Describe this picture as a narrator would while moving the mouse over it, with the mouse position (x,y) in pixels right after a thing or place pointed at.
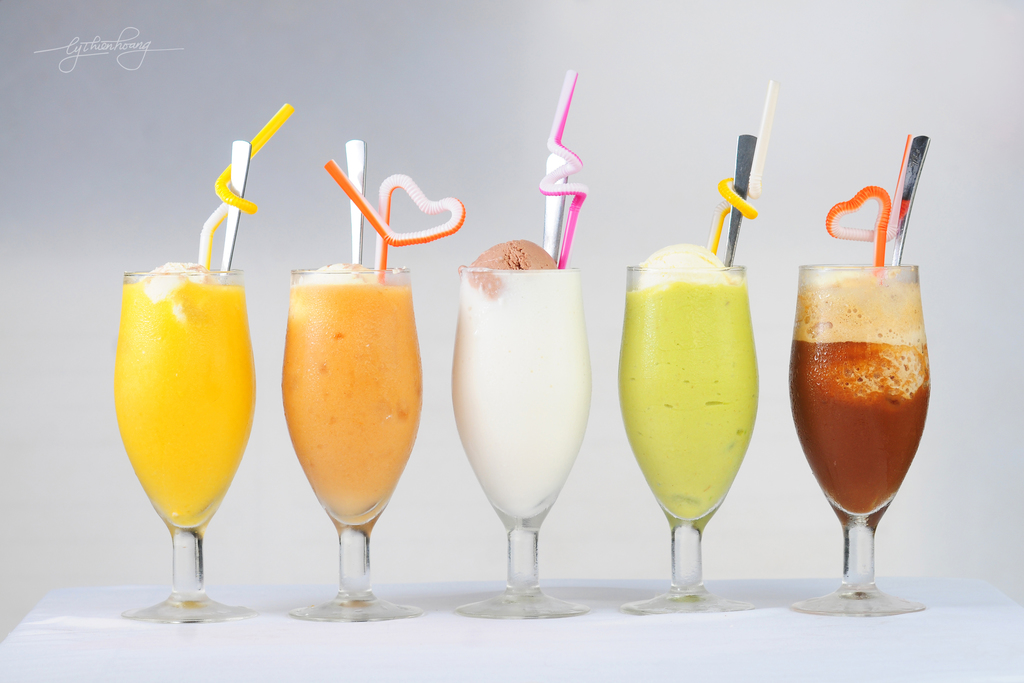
In this image we can see desserts (331,411) in glasses (749,372) and there are straws (826,221) and spoons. At the bottom (619,618) there is a table (719,629).
